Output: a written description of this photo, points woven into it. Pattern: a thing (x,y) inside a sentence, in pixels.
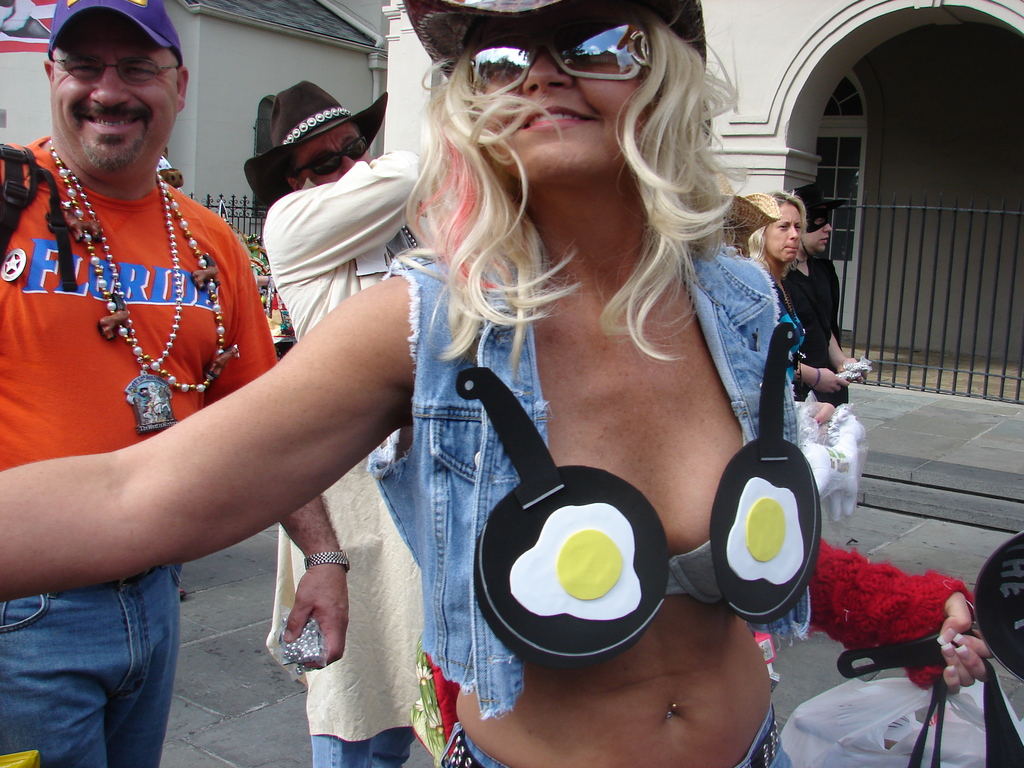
In this image, we can see people (336,440) wearing glasses (75,67) and hats (274,104) and holding bags (973,700) in their hands (965,686). In the background (839,186), there are buildings (895,177) and at the bottom (230,698), there is road (235,692).
